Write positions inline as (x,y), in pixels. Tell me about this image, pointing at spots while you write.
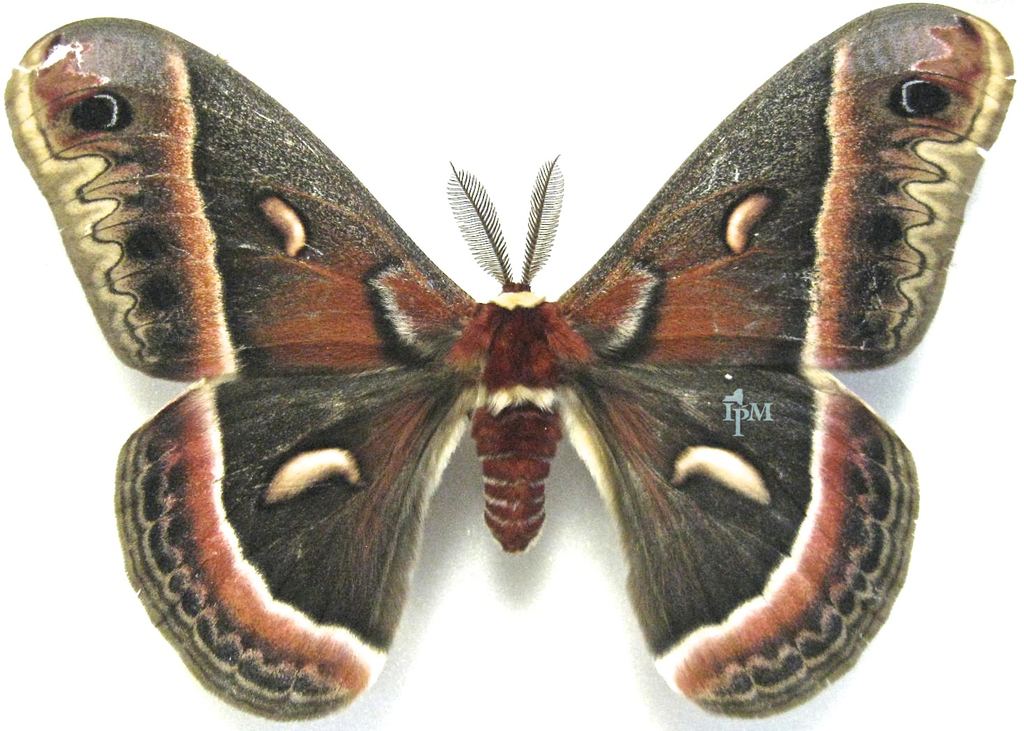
In this image, I can see a butterfly (728,291) and there is a watermark (742,388). I can see a white background (90,561).
